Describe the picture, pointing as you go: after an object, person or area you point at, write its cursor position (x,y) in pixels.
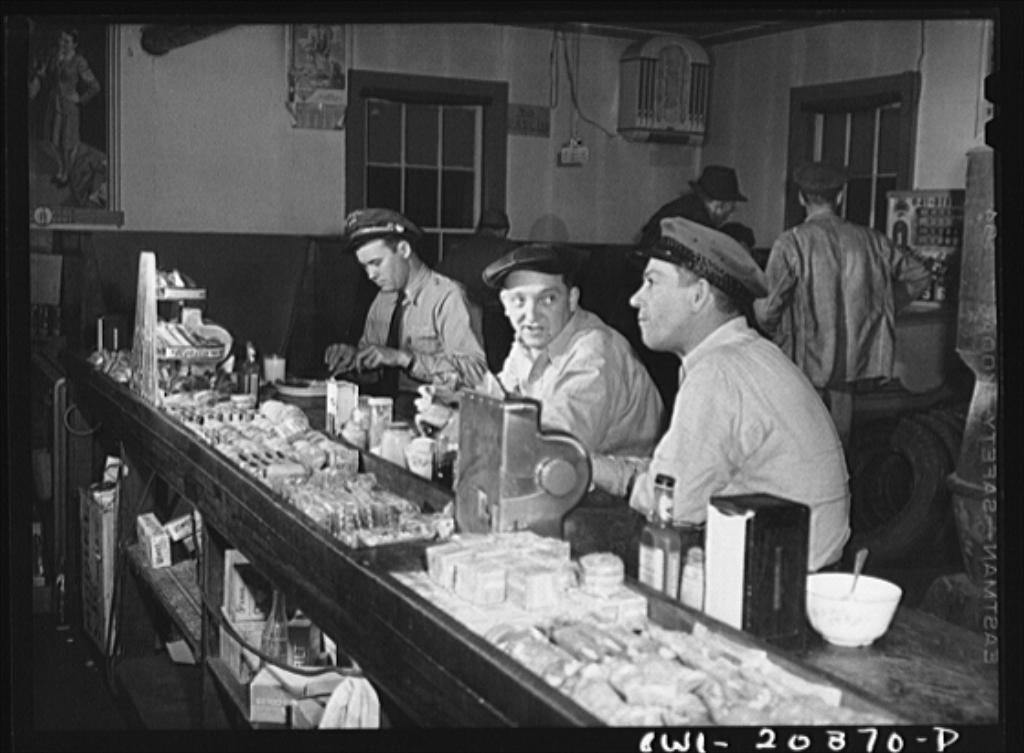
In this picture I can see people (652,424) among them three people (561,407) are sitting in front of table (662,593). On the table (689,610) I can see bottles (656,531), bowls (845,608) and some other objects (427,520). In the background (454,172) I can see windows (410,188), photos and other objects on the wall (190,127). This picture is black and white in color.
